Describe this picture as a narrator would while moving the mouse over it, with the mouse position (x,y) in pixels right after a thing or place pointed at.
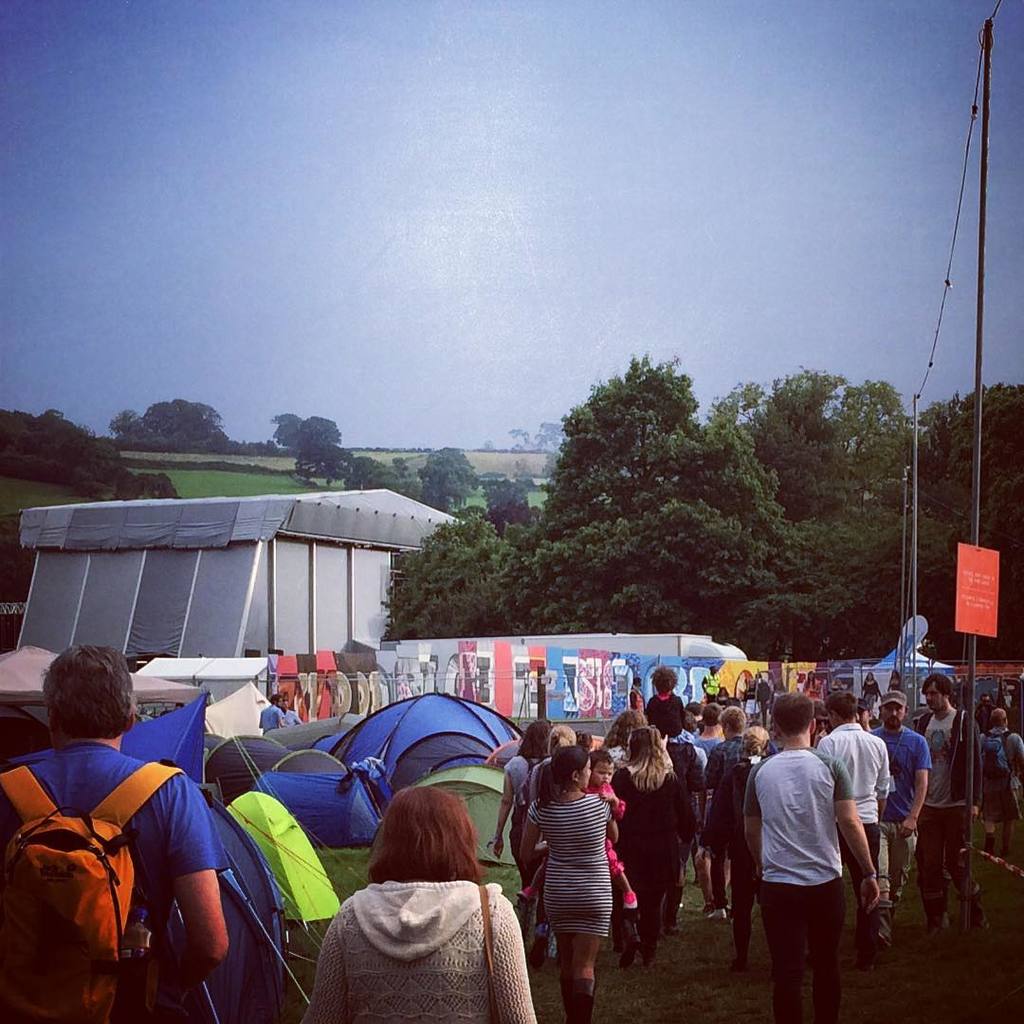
On the ground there are many small tents (279,730) and beside the tents (475,704) there is a crowd (701,809) walking on the ground (769,986) and there is a fencing (694,675) around the ground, behind a fencing (961,675) there are lot of trees (498,558) and greenery (266,451) and in the background (629,232) there is a sky (602,195).
